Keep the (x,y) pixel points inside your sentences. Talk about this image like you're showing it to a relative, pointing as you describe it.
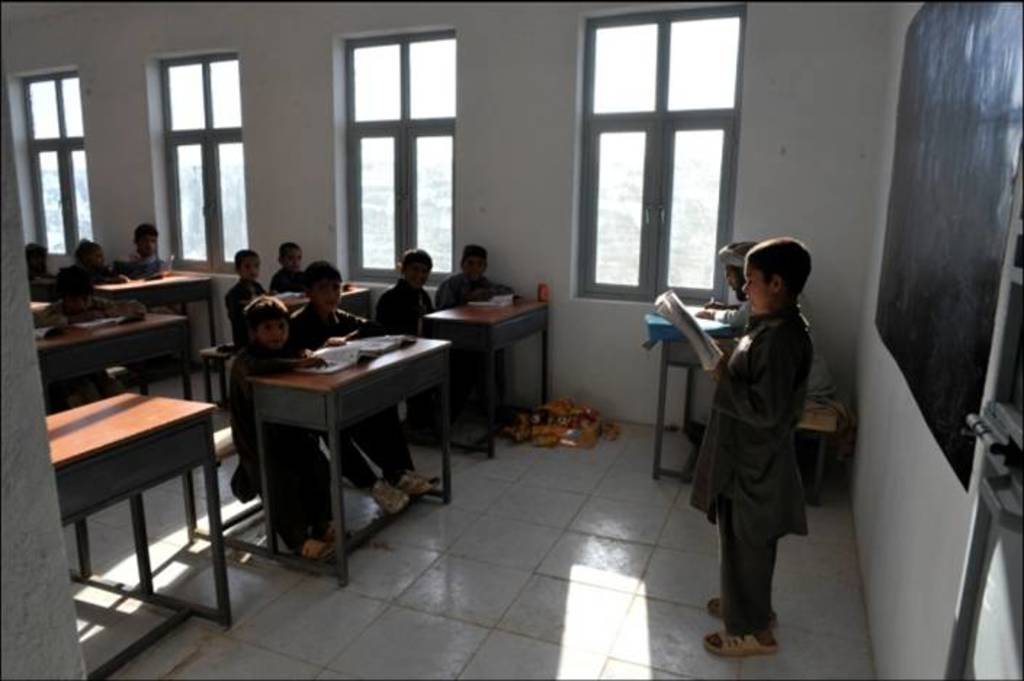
The image is inside the classroom (522,438). In the image there are group of people (737,310) sitting on bench (209,378) in front of a table (345,372) on table (347,385) we can see some books (348,349), bottle (543,289). In middle (668,298) there is a boy (767,331) holding a book (707,354) and opened his mouth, In background (904,193) there is a black board (948,200) wall (864,153) which is in white color windows (678,134) which are closed.
